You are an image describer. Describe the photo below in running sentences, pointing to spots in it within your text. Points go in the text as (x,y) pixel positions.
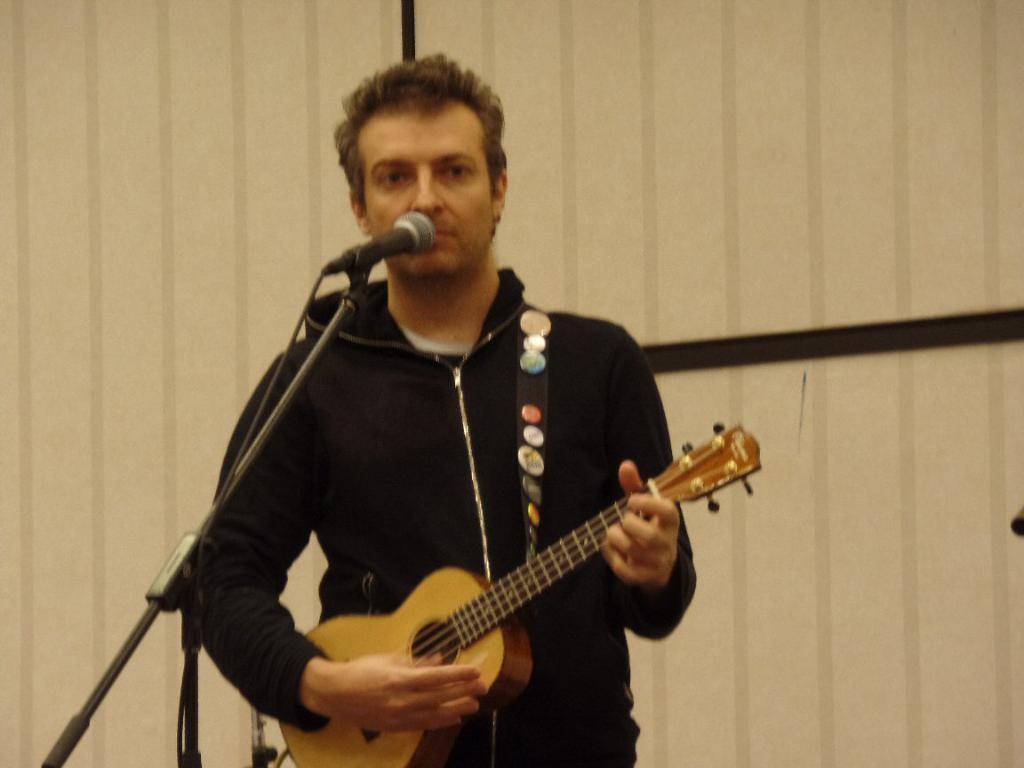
In this image I can see the person (372,208) standing in front of the mic (404,246) and holding the guitar (480,657). At the back of him there is a wall (610,104).
